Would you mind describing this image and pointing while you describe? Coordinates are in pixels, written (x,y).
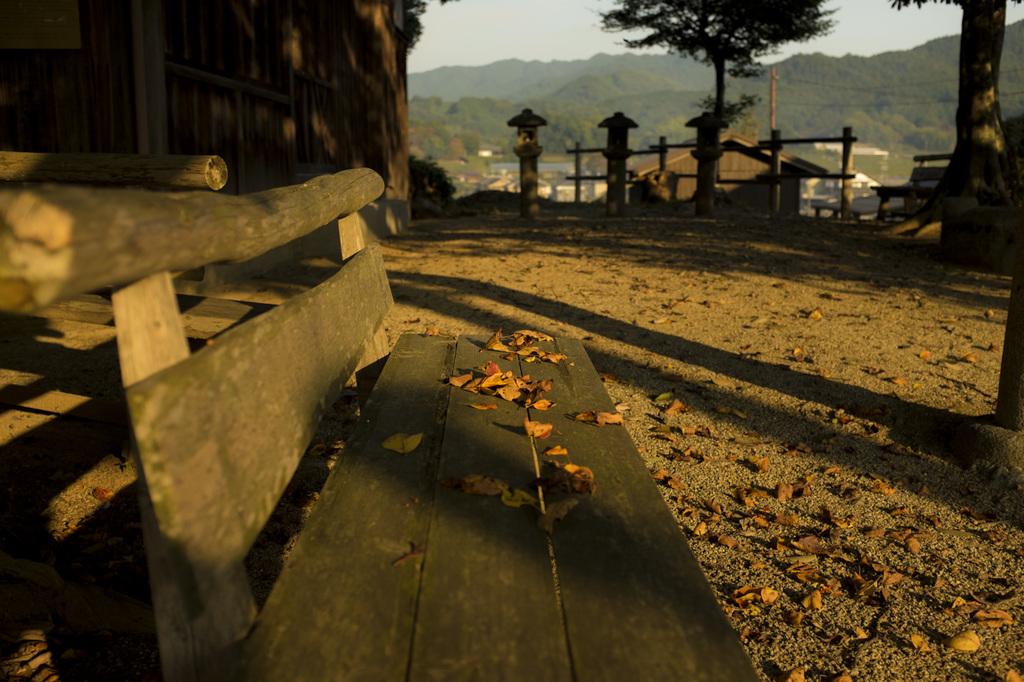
In this image there is a bench (544,446), on that bench (424,481) there are leaves (530,401) and there is a ground (851,259), in the background (983,67) there is fencing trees (967,69), mountains (557,80), on the top left (147,28) there is a wooden wall (374,54).
